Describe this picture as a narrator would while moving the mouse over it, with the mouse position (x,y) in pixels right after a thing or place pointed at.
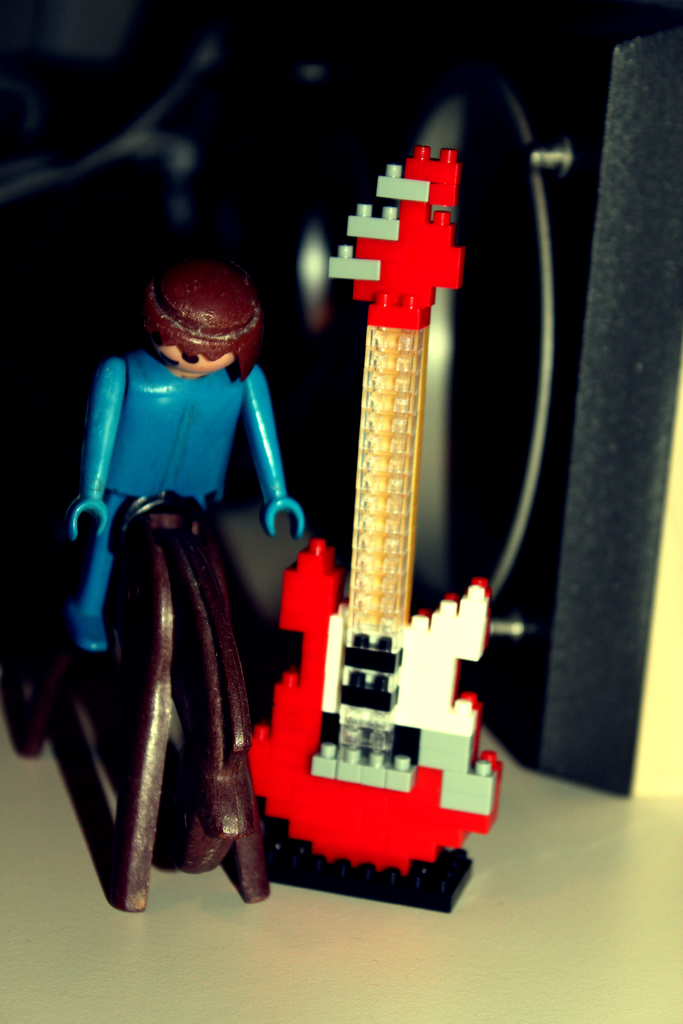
At the bottom of this image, there is a toy person (97,395) sitting on a toy animal (173,568). Beside this toy animal (201,565), there is a toy guitar (408,802). In the background (614,364), there are other objects (497,88).
